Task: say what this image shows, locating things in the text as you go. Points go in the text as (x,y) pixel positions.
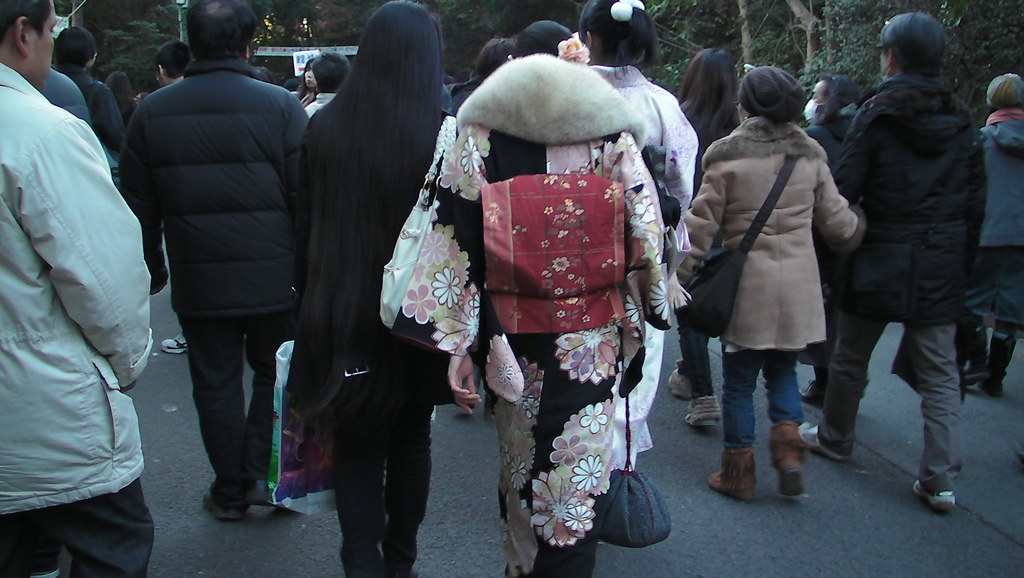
In this image we can see persons (525,273), bags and other objects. In the background of the image (971,23) there are some people (931,15), trees (660,23) and other objects (342,53). At the bottom of the image (899,516) there is the road (816,530).
